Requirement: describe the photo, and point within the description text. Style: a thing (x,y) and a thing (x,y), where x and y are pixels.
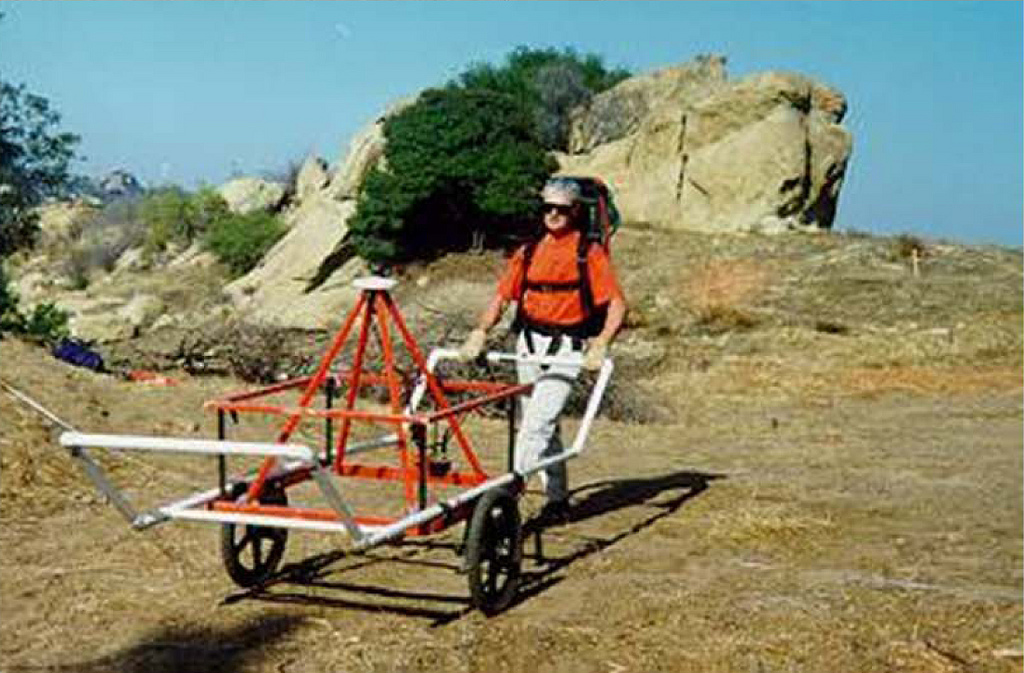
In the given image i can see a trolley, person (521,279) carrying bag (603,217), rocks (644,197), plants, trees (470,197), grass (619,262) and in the background (385,47) i can see the sky (303,47).
